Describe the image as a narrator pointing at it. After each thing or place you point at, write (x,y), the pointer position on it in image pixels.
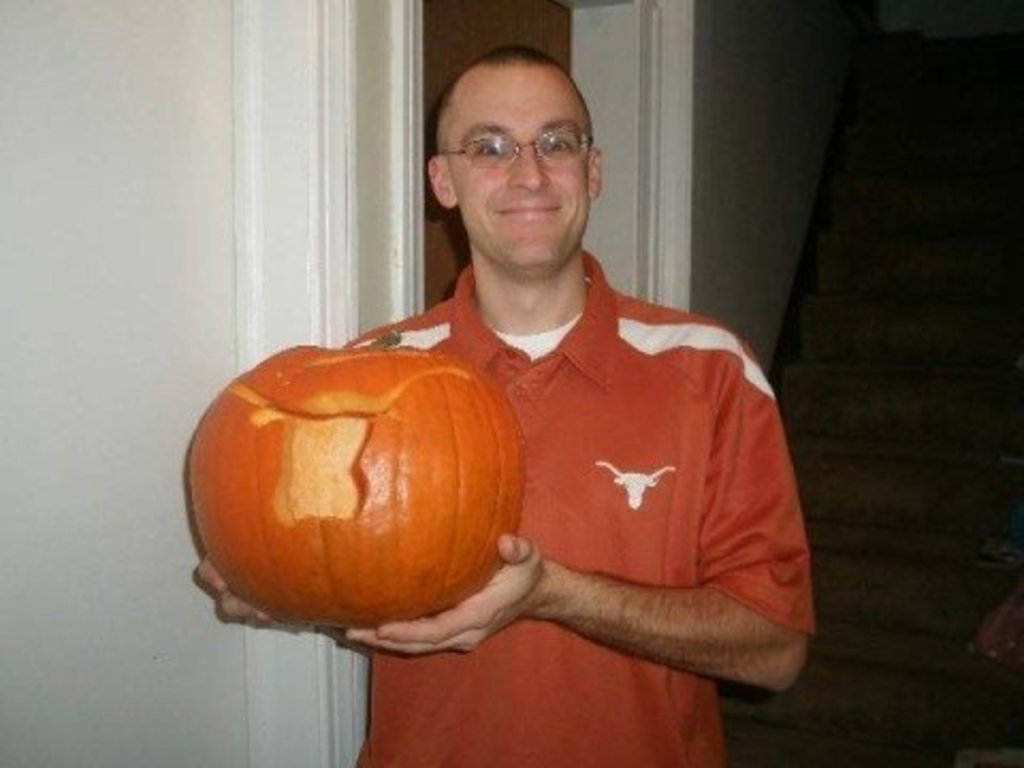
In this image I can see a person (562,307) wearing orange and white colored t shirt (654,437) is standing and holding a pumpkin (387,533) which is orange in color in his hands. In the background (890,492) I can see few stairs (926,360) and the white colored wall (195,203).
